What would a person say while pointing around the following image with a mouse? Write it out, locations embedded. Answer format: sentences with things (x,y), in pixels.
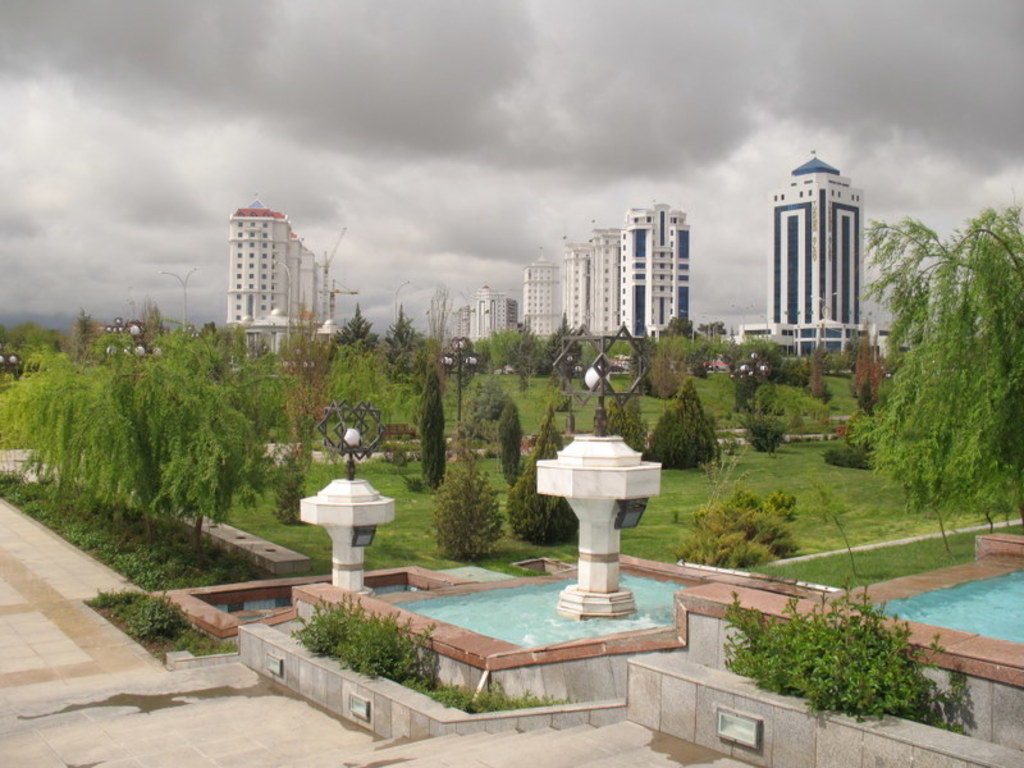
This image is clicked outside. There are trees (583,360) in the middle (426,468). There are bushes (441,486) in the middle (463,499). There is sky (360,285) at the top (549,111). There are buildings (811,177) in the middle (601,320). There is water (664,605) in the middle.
